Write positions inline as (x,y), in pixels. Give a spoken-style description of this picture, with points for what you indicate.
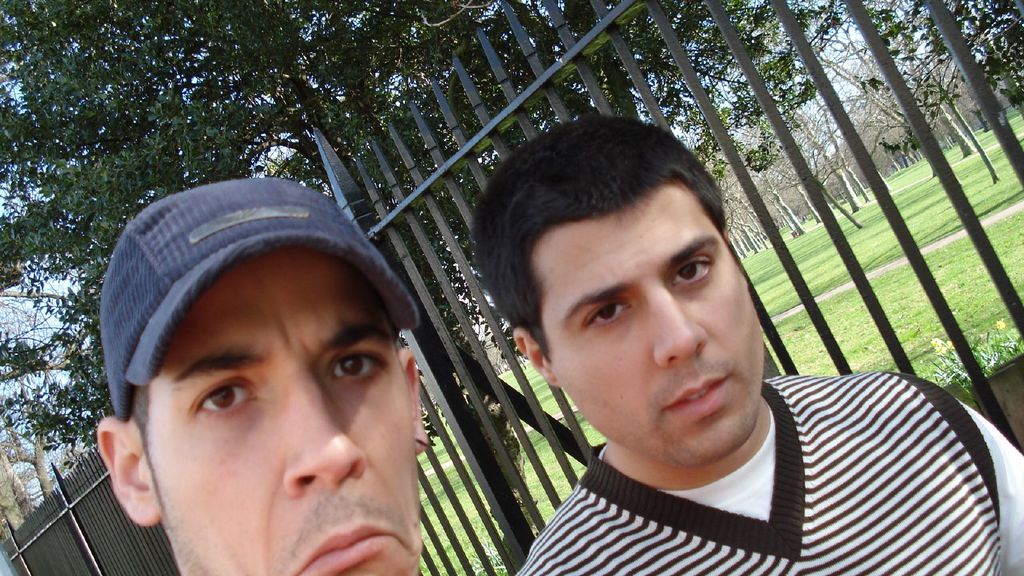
In this image we can see men (325,377), iron grills (812,175), trees (789,76), ground (776,265) and sky (798,88).
